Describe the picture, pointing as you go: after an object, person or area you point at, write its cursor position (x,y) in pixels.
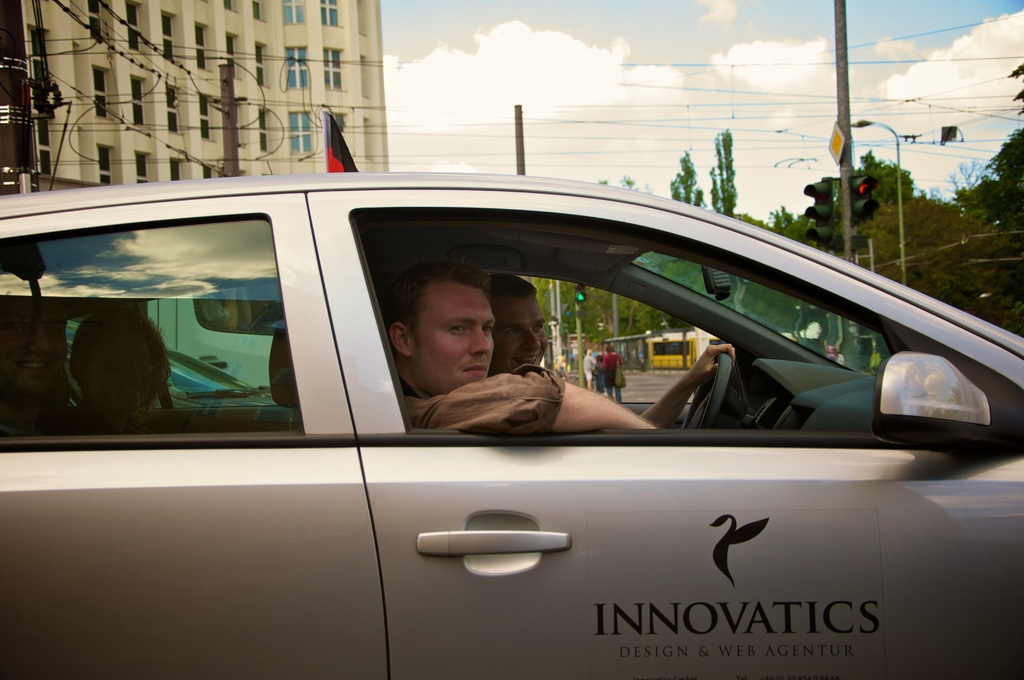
Picture is taken on the road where two persons (556,396) are sitting inside the car (625,468) and beside them there are trees (955,216) and signal lights (814,209) and buildings (371,87) and flag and at the middle of the picture (602,384) there are people (614,363) walking on the road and there is sky (633,91).
